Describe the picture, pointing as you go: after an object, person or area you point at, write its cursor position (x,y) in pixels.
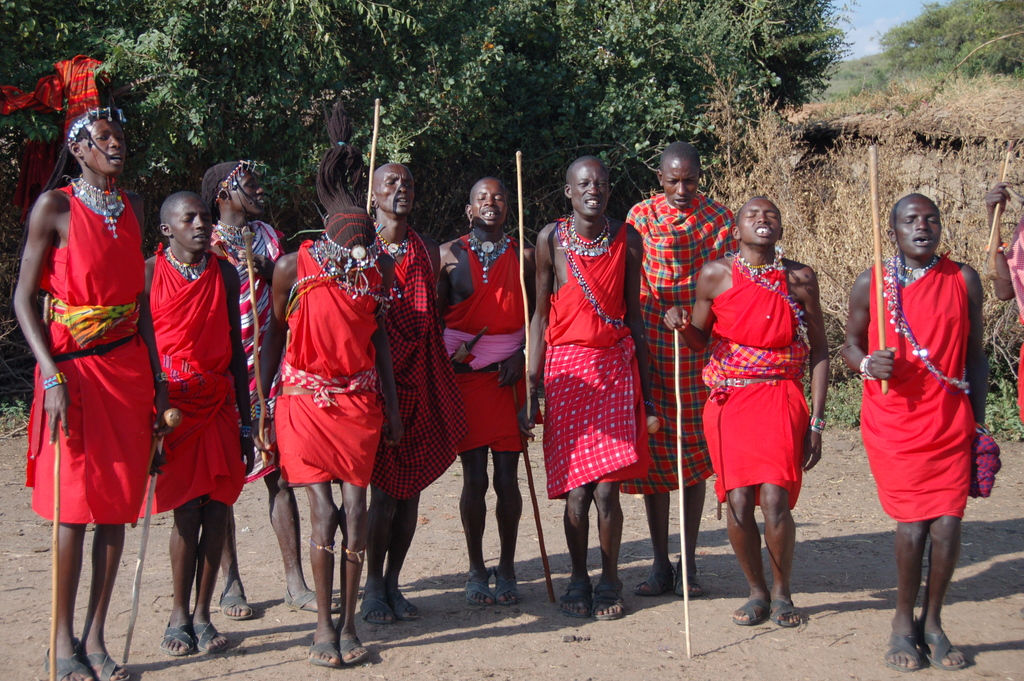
In this image I can see a group of people (511,322) standing and holding a stick (521,242) in their hands (533,422). In the background (570,63), I can see the trees (681,102) and clouds (856,40) in the sky (881,16).
